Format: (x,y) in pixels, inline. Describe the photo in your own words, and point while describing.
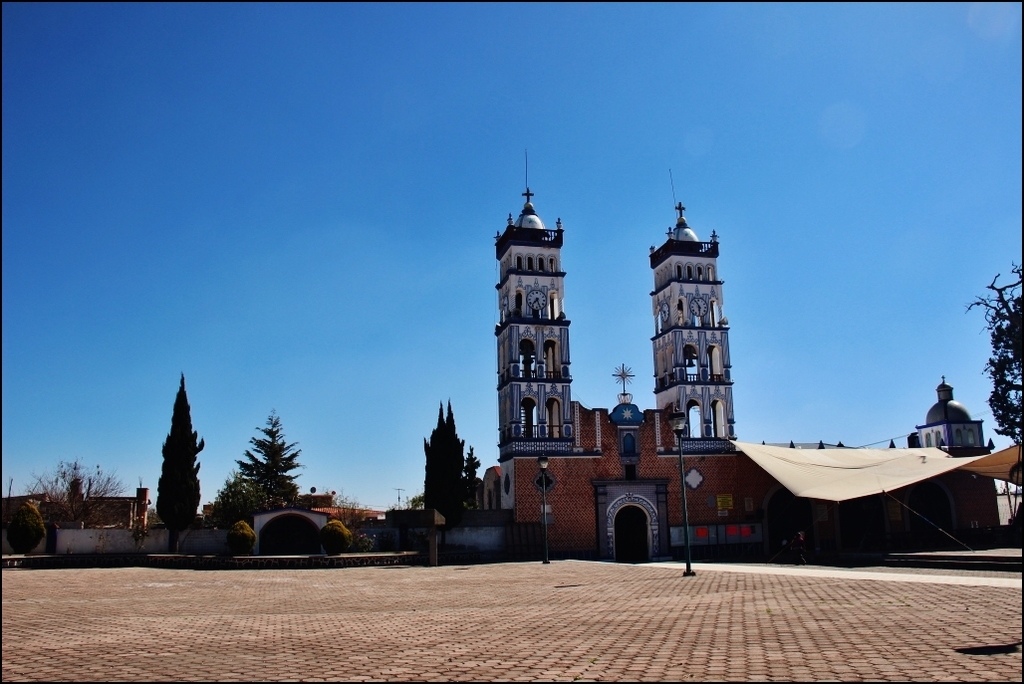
In the foreground of this image (351,657), on the bottom (392,665), there is pavement (370,590) and few poles (685,536) on it. In the background (294,499), there are trees (451,494), shrubs (359,540), a shelter (295,546), building (711,512), tent (841,483) and a tree (1021,391) on the right (1021,358). On the top (632,161), there is the sky (401,116).
